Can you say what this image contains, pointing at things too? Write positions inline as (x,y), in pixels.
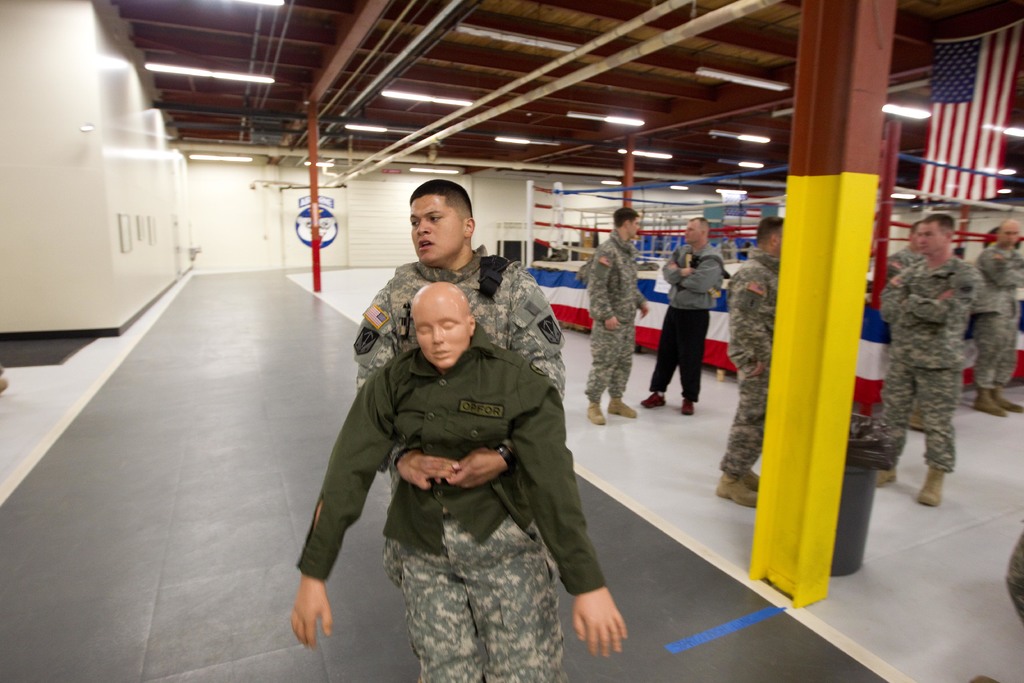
In this image I can see the group of people (943,382) with military uniforms (739,435). I can see one person (697,310) with ash and black color dress (690,335). In the background (656,282) I can see the boxing ring (582,285), flag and many lights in the top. I can also see some boards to the wall (90,195).
